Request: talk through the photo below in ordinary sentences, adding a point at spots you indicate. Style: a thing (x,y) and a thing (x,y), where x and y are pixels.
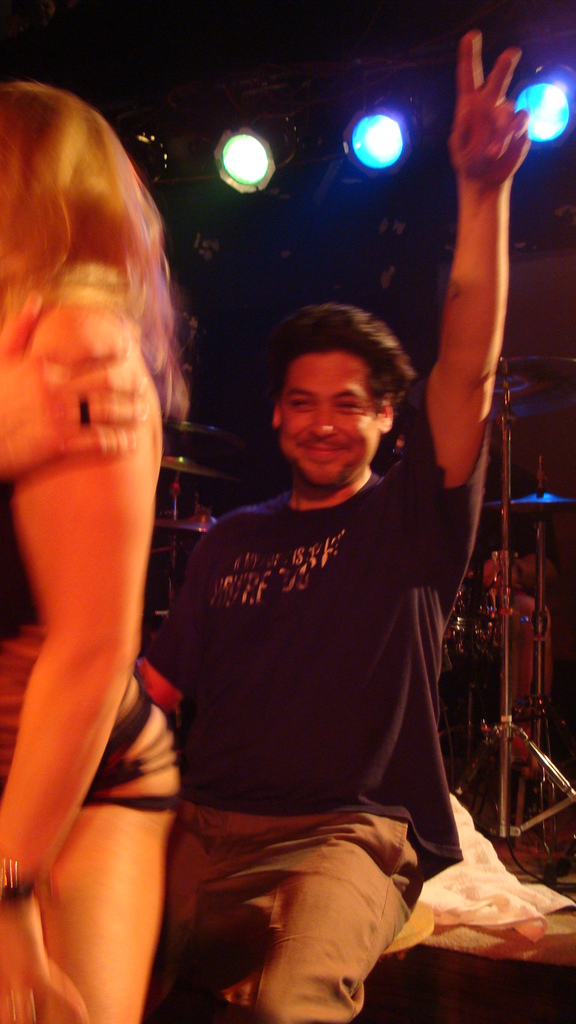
In this image we can see a man (372,611) is sitting. He is wearing T-shirt (321,701) and pant (267,922). There is a woman (60,546) standing on the left side of the image (67,853). In the background of the image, we can see drums (188,521), stand (505,503), wires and cloth (461,886). We can see lights (351,132) at the top of the image (541,73).
